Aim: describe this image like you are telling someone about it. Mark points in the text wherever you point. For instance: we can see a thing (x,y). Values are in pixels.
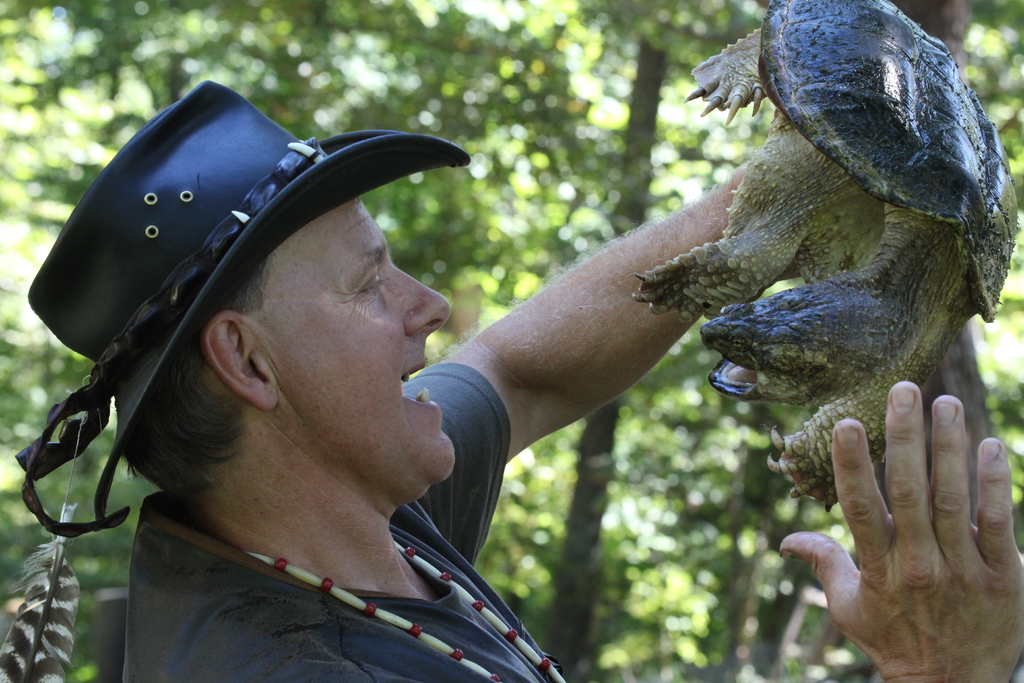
In the image we can see there is a man (272,322) standing and he is holding a tortoise (850,176) in his hand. He is wearing cap (293,178) and behind there are trees (576,198) and the image is little blurry at the back (703,119).
